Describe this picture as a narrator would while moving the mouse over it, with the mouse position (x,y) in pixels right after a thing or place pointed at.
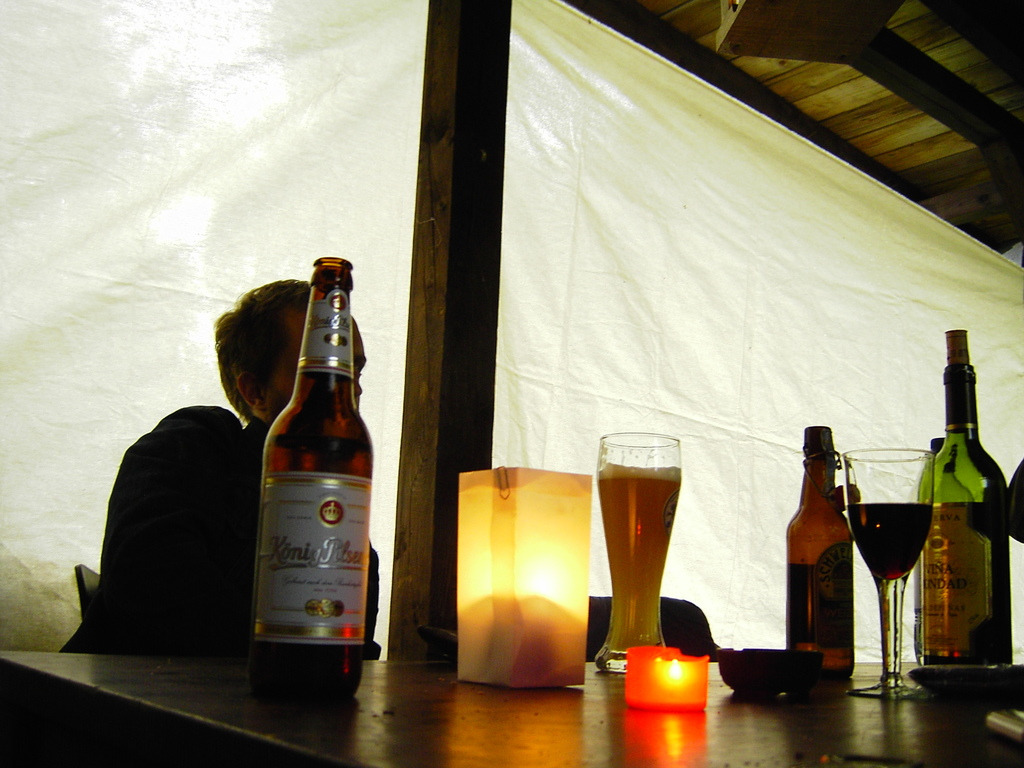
The person (181,532) is sitting in a chair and there is a table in front of them which has wine bottles (970,524) and a glass of wine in it and the background curtain (237,189) is white in color.
